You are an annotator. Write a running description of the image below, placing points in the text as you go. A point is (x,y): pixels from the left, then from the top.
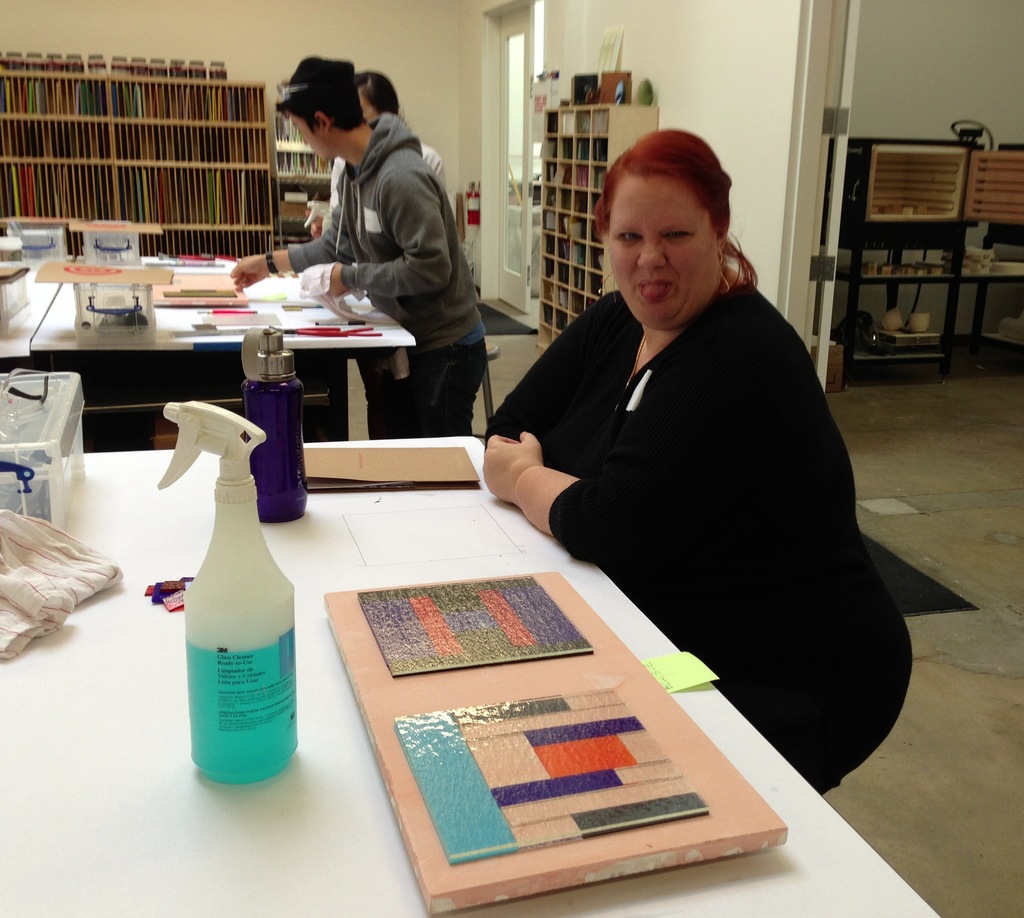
This picture is clicked inside. On the left (280,287) we can see the tables (323,312) on the top of which wooden planks (472,701), bottles (210,415), boxes (111,292) and many other items (358,448) are placed. On the right (762,357) there is a woman (612,325) seems to be sitting and we can see the two persons (370,167) standing on the ground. In the background (980,273) we can see the cabinets (101,177) containing some items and we can see the wall (415,46) and a door (506,72).
